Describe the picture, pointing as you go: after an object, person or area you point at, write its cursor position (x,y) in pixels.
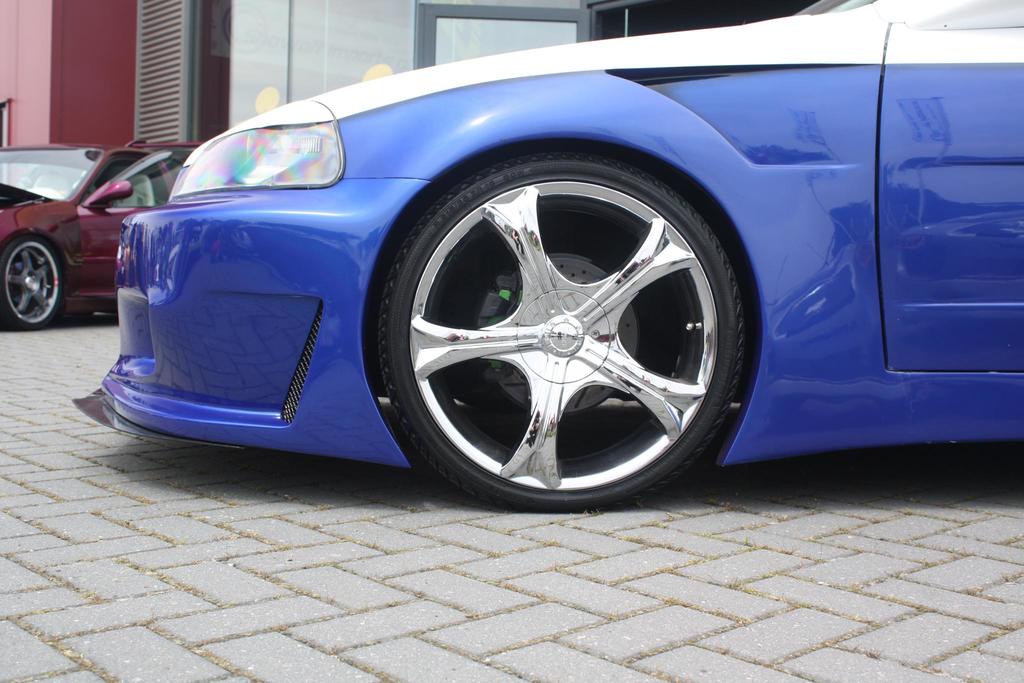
In the foreground of this image (809,249), there is a blue color car (891,320) on the pavement (711,583). In the background (92,199), there is another car (102,274), wall (90,65), glass wall (367,49) and the door (492,36).
